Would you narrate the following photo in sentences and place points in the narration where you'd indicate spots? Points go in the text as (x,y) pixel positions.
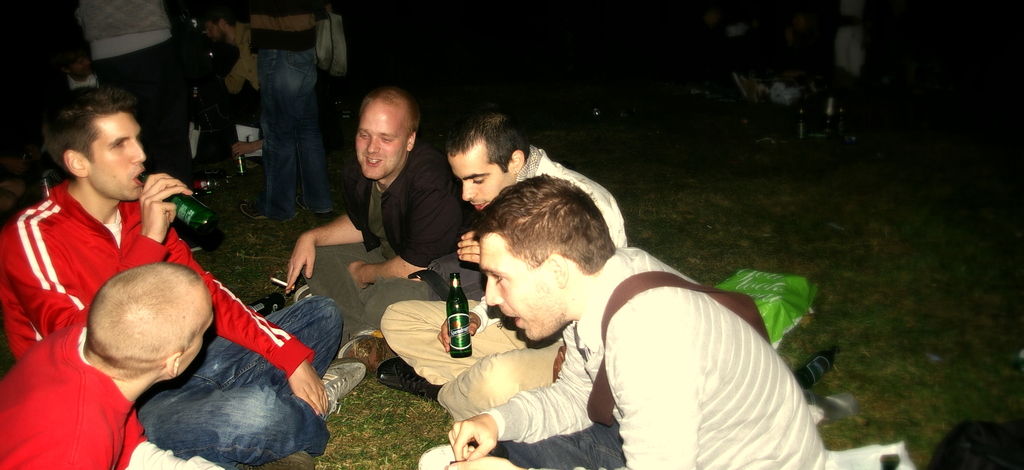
In this image we can see many people (307,237). Some are holding bottles (240,157). One person (311,264) is holding cigarette (287,289). On the ground (356,401) there is grass (351,411). Also there are bottles (812,376) and packet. In the background (663,26) it is dark.
